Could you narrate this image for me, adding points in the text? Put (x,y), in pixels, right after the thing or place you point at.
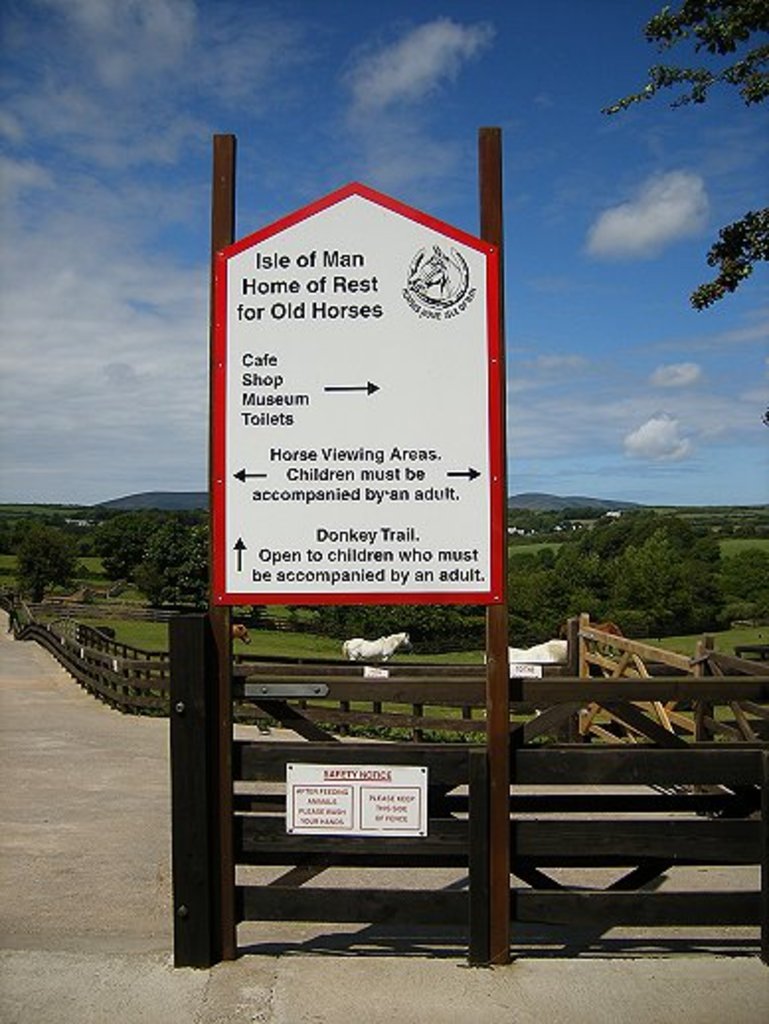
In this image I can see a board (440,319), on the board (289,428) I can see a text (349,463) and I can see trees (743,529), fence (571,668) and animals (539,654) visible on the ground (255,643) in the middle (261,627), at the top (177,104) I can see the sky (573,68).
